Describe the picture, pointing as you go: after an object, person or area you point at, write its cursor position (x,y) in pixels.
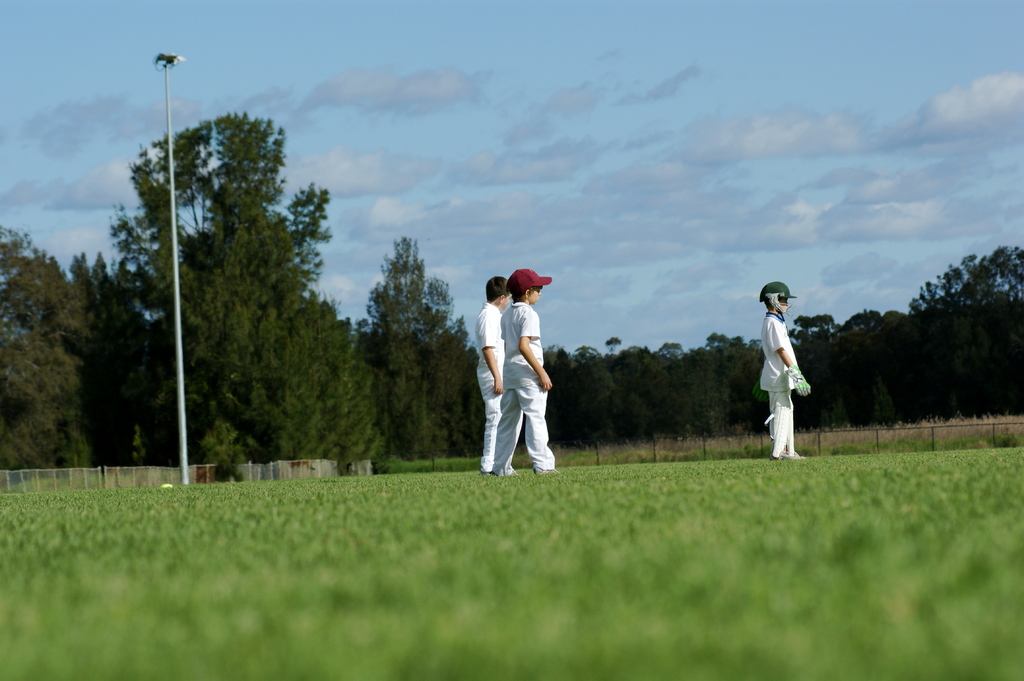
In the image in the center (496,429) we can see three persons (773,389) were standing and they were in white color t shirts (790,346). In the background (558,128) we can see the sky (879,157), clouds (93,108), trees (982,311), fences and grass (584,454).
